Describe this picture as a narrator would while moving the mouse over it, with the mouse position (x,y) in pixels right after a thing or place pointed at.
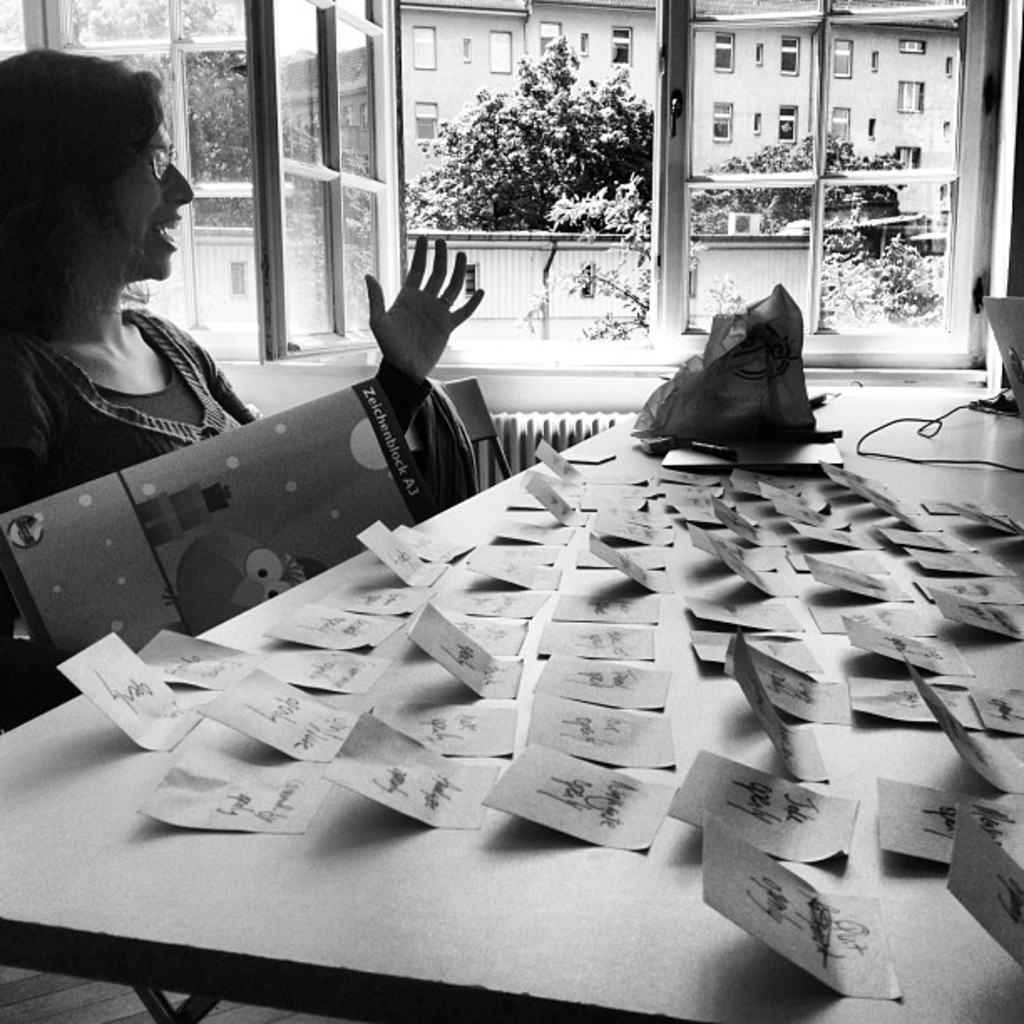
This is a black and white image where there is a table (571,899) in the middle (540,666). Some papers (608,704) are pasted on the table (584,885). There is a woman (143,360) on the left side (173,333) who is sitting near the table (266,618). There is a building (926,60) on the top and there are trees (762,191) in the middle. There are windows (768,178) in the top (720,197).
